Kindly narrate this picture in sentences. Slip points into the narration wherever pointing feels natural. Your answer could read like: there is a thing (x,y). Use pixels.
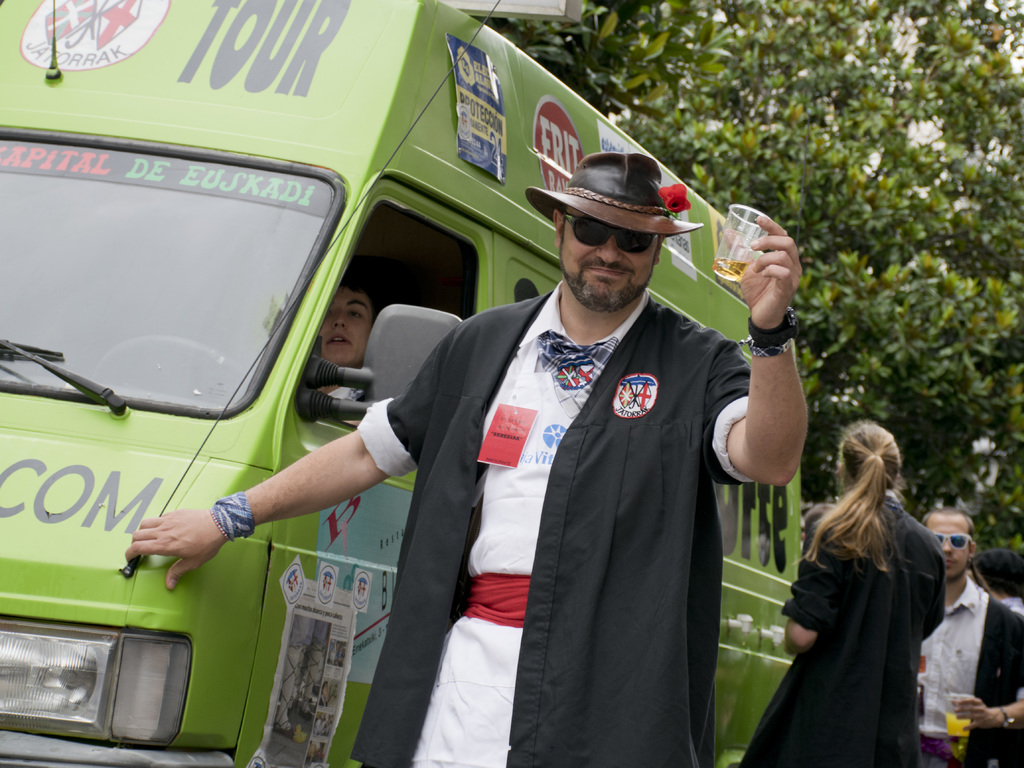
In this image in the center (580,335) there is one person (586,369) who is standing and he is holding a cup (751,249), in the cup (743,250) there is some drink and in the background (233,368) there is a vehicle (333,404). In the vehicle (373,343) there is one person (349,344) sitting, and on the right side (860,654) there are some people (958,642) who are holding glasses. And at the top of the image (743,145) we could see some trees (866,281).
